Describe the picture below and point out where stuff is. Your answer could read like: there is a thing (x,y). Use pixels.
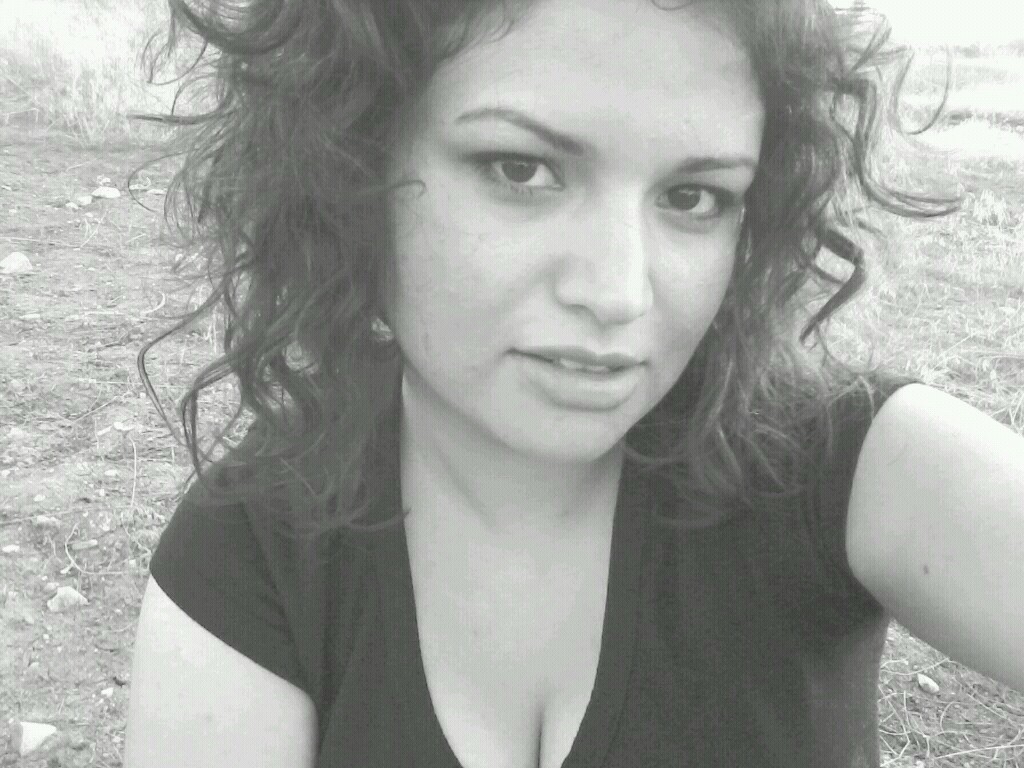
This is a black and white picture of a woman (399,432).
